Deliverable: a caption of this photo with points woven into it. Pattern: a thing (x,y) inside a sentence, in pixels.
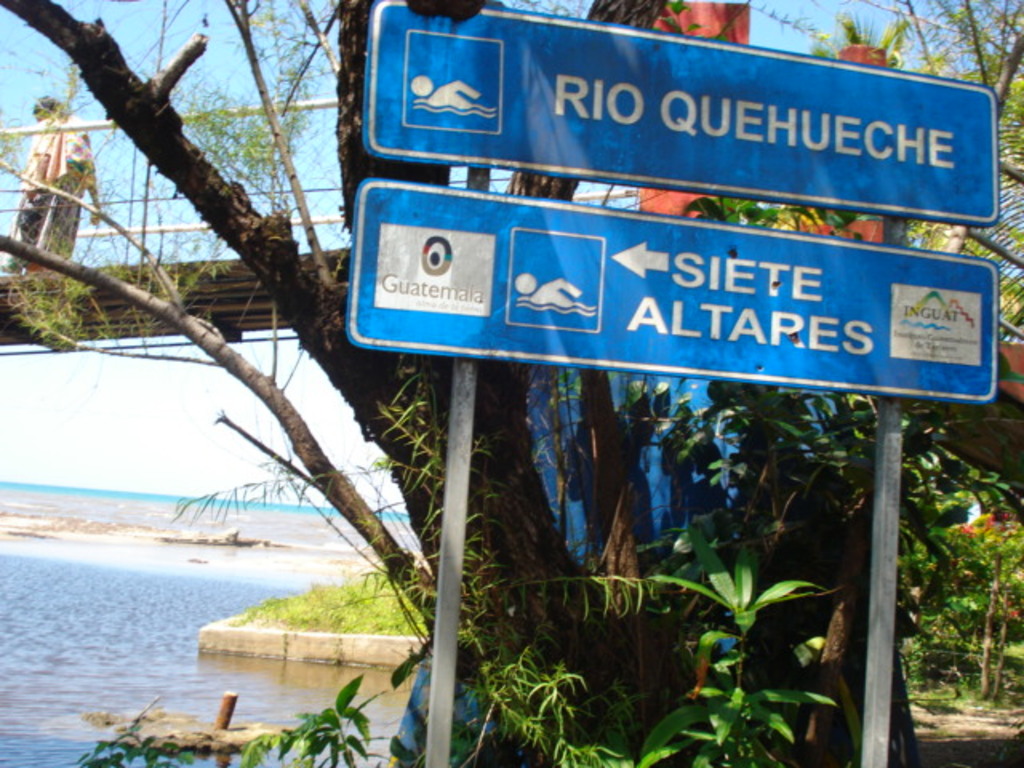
In the foreground (720,234) I can see a board (564,300), plants (752,555), trees (780,552). In the background (202,569) I can see water (121,651), grass (298,623), bridge (123,320) and a person (65,219). On the top (219,71) I can see the sky (266,76). This image is taken may be near the river (169,627).
